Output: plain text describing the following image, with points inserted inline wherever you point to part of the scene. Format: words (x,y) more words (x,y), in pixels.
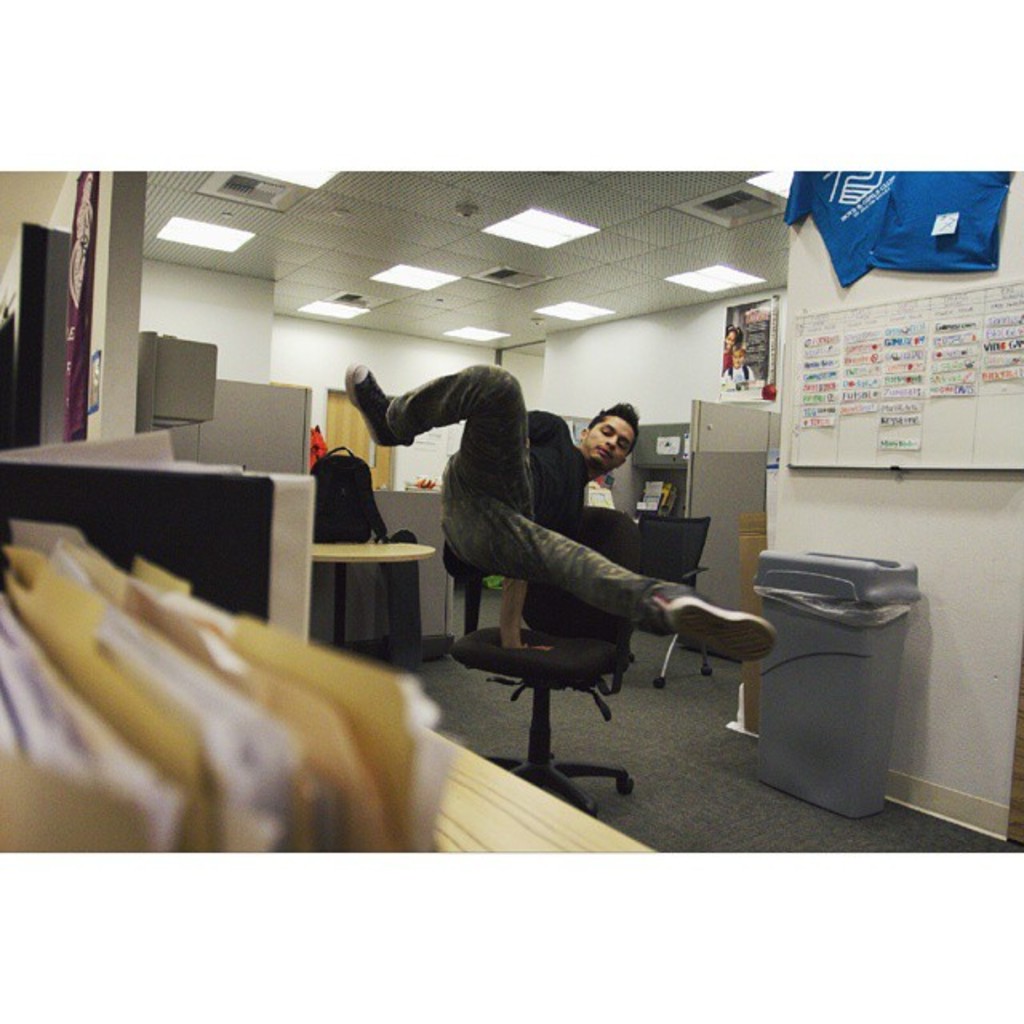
In this picture there is a man (361,374) and a chair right there is a dustbin (838,556), there is a notice board (836,428) and there are some files (188,700) with paper (283,743) and on the ceiling (424,211) and some light (600,313).
